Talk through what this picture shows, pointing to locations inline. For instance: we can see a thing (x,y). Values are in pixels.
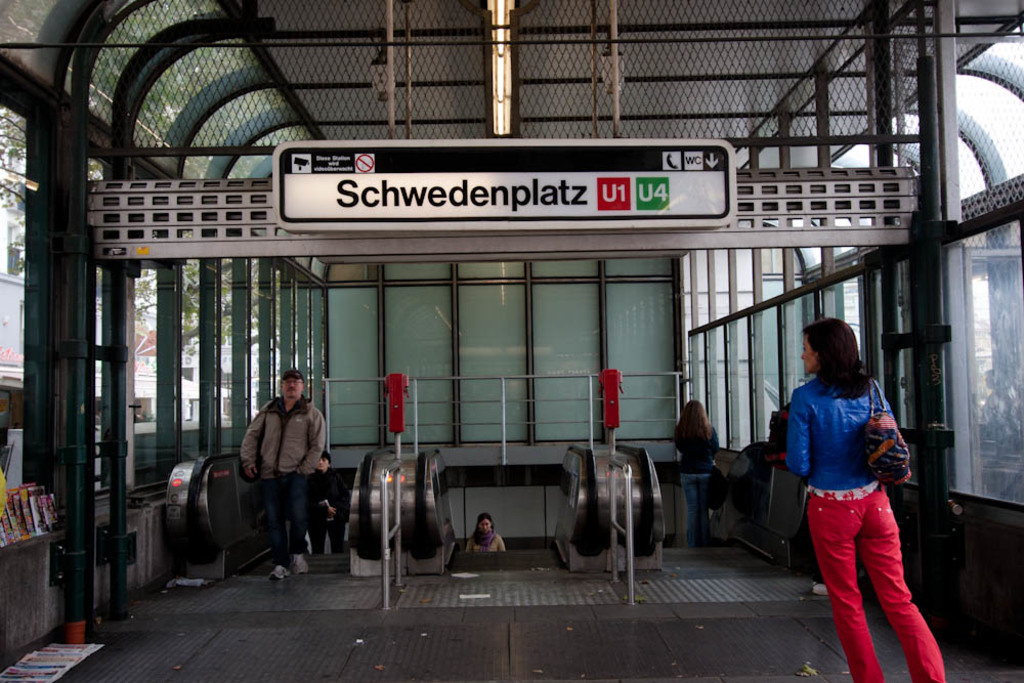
In this image we can see a woman (850,494). She is wearing blue jacket (863,435), red pant (846,533) and carrying bag (877,440). Background of the image (287,533) we can see people (336,506) on the escalators (639,534). Railing (446,424) is there. At the top of the image (497,15), lights (511,84) are attached to the roof (598,50) and one board (520,196) is present with some text (500,189) written on it. To the both sides of the image, glass windows (999,379) are there. In the left bottom of the image (36,671), we can see some books (27,506) and newspapers (50,660).
